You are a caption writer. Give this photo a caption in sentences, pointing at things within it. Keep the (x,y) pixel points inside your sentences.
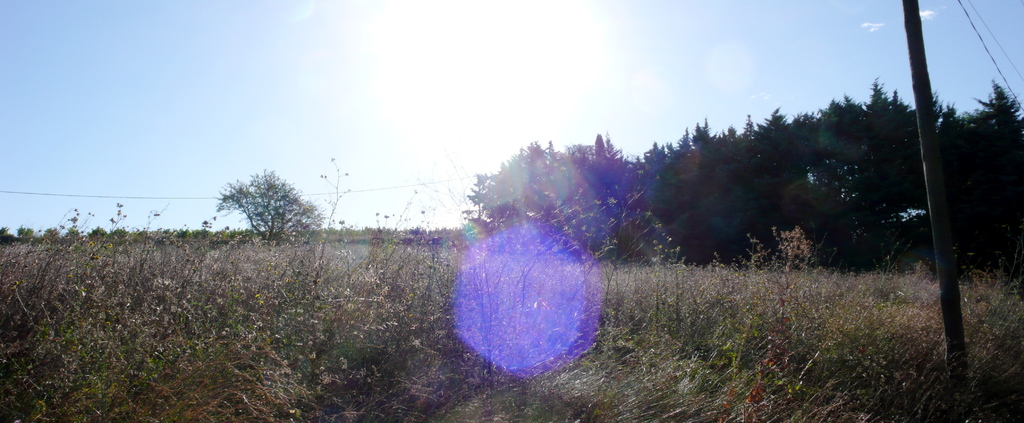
Here we can see grass (470,318), plants (470,318), pole (946,322), and trees (857,107). In the background (373,108) there is sky (603,71).
